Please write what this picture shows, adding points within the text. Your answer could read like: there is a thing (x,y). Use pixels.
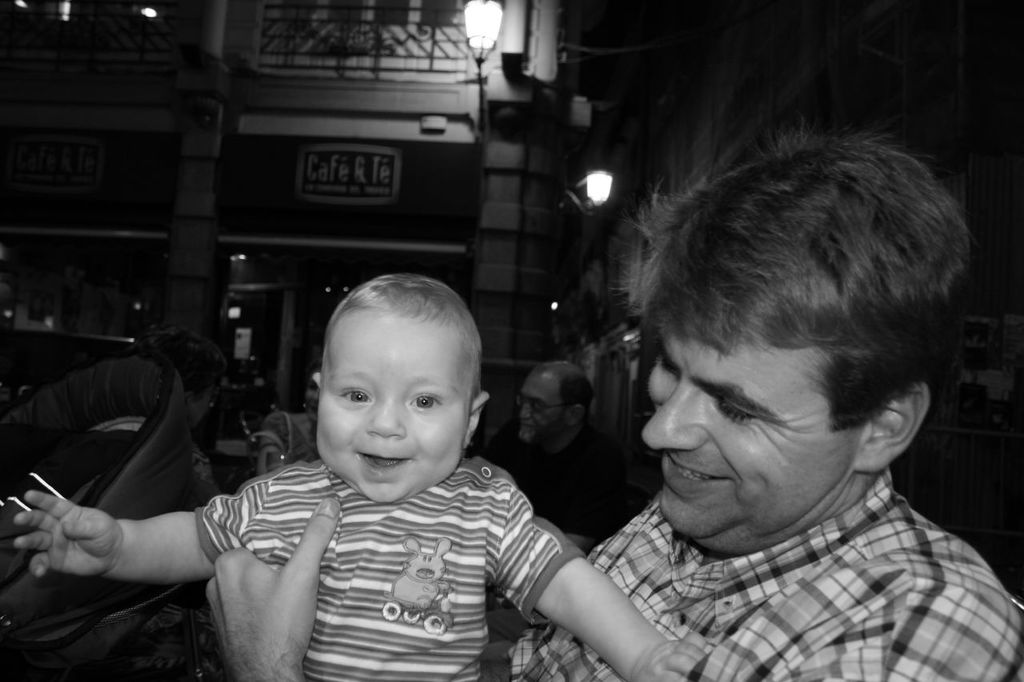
In the center of the image (661,301) we can see a man (600,657) standing and holding a baby (355,552) in his hand (292,680). On the left (60,656) there is a chair (109,622). In the background (206,469) there are people (535,436), buildings (557,163) and lights (600,191).
